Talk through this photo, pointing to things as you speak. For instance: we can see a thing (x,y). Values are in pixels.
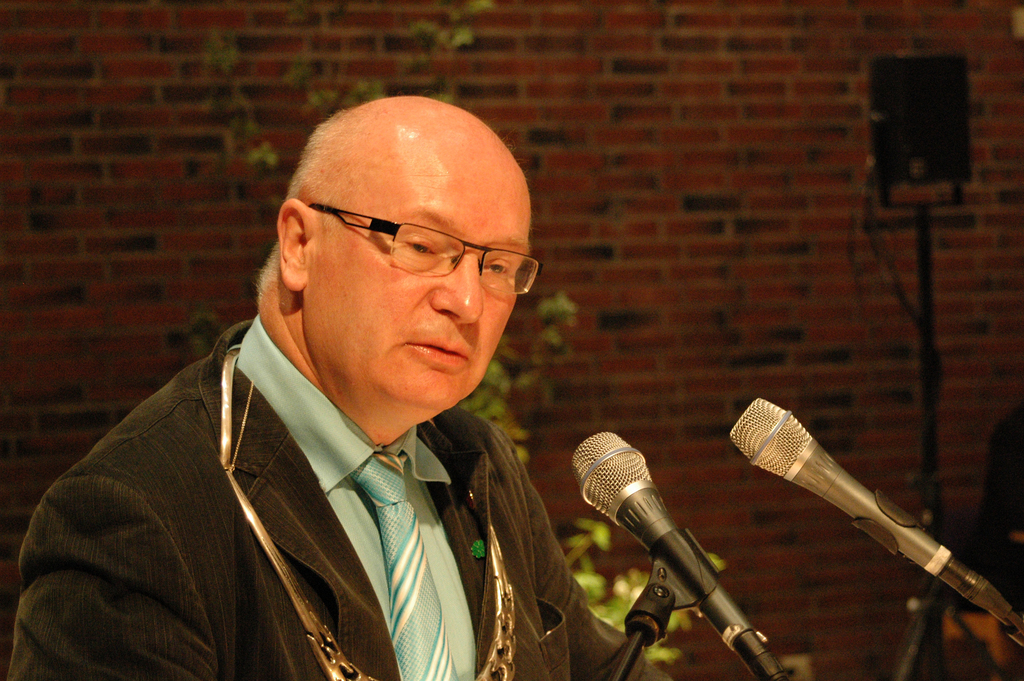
In this image there is a person (359,395) standing, in front of him there are two mics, behind him there is a wall (681,242) with red bricks (764,290).
